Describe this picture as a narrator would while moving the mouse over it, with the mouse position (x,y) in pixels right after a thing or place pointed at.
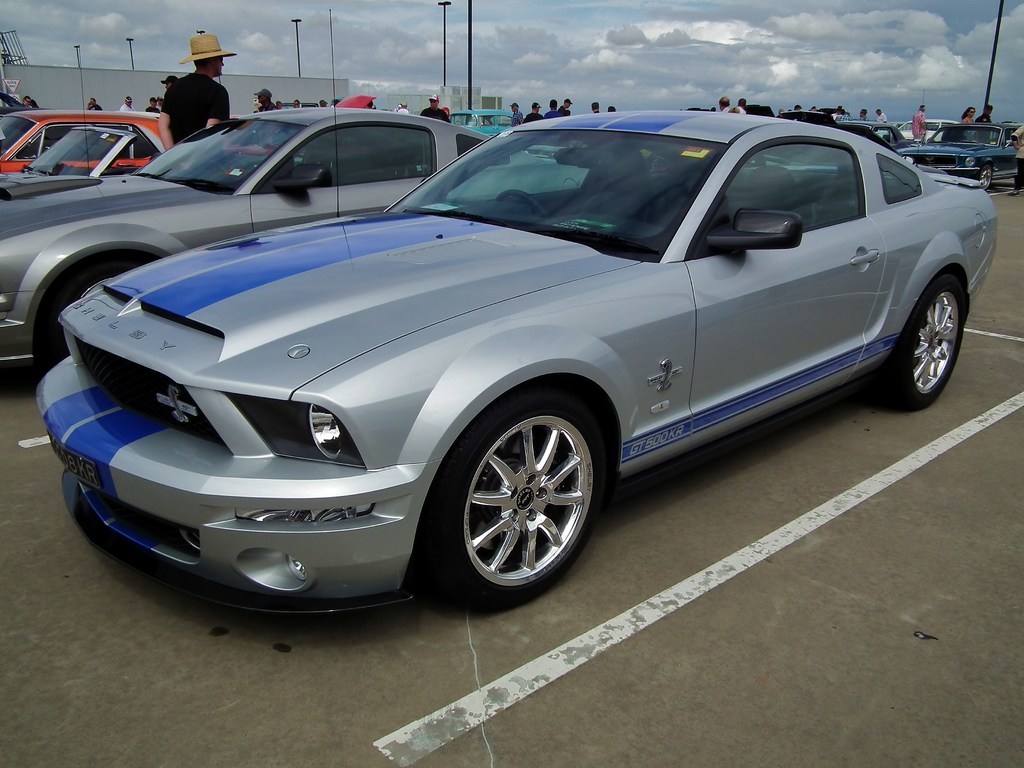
In this image in front (21,242) there are cars (544,155) on the road (682,533). There are people (553,116). There are poles (444,37). In the background of the image (464,88) there are buildings (463,98) and sky (792,40).
